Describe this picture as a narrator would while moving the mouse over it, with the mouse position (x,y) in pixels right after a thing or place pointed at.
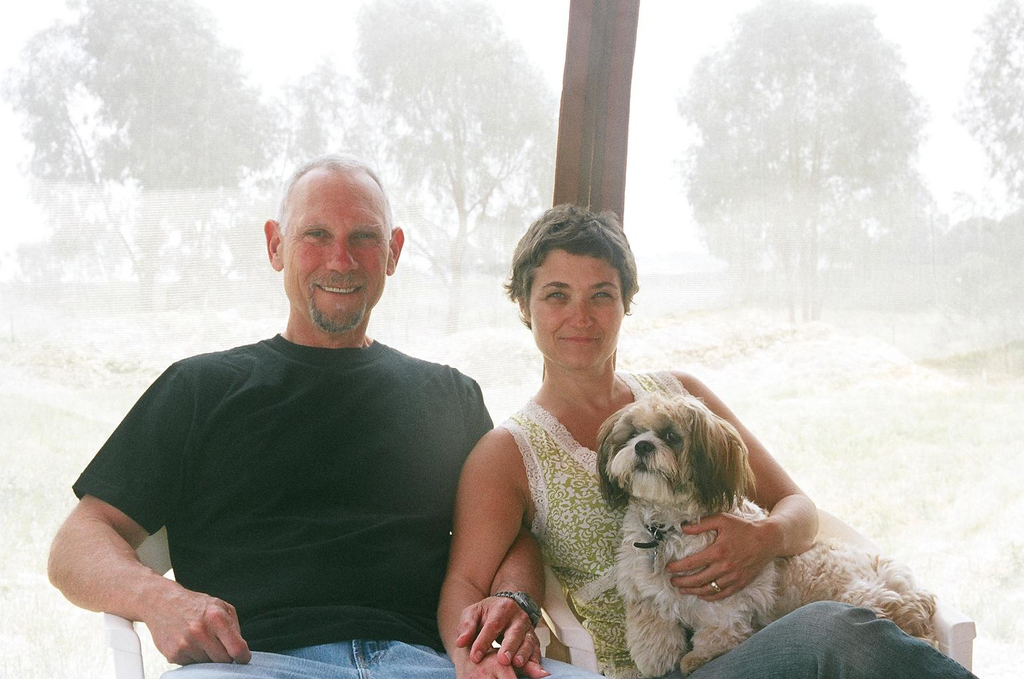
In this picture there are two people (580,273) one among them is a lady (788,649) and the other is a guy (264,407) sitting on the chair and the lady (761,457) is holding the dog (681,535).
